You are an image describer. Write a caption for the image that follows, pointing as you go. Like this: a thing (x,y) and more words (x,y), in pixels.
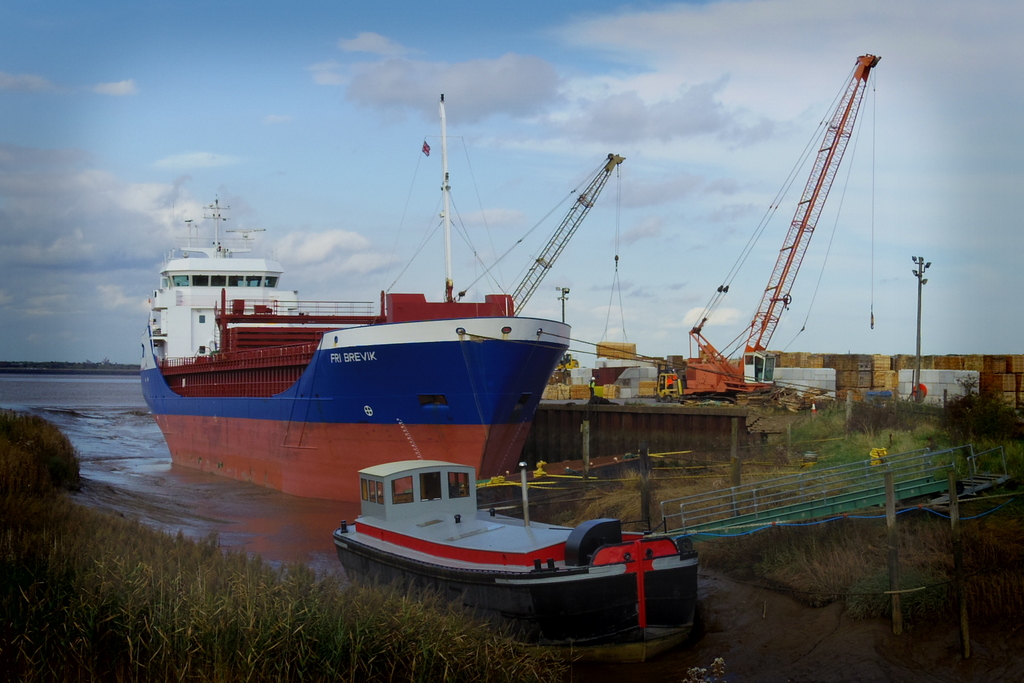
In this image in the front (69,609) there's grass (105,626) on the ground (212,635). In the center (383,443) there is a boat (529,569) and there is a walkway (790,508) and there is a ship (245,373). In the background (709,357) there are towers (702,345) and there are poles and there are objects (847,383) and the sky (232,93) is cloudy and there is water (75,395) in the background (75,382).
